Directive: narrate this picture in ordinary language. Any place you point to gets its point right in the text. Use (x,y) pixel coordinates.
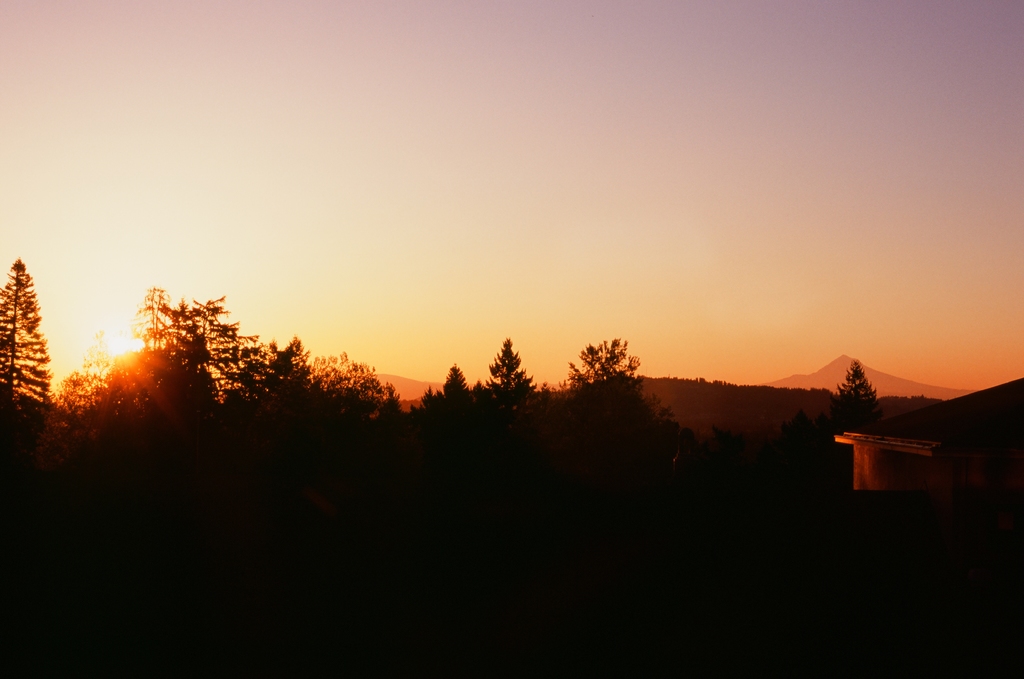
In this picture I can see the trees (561,495) in front (11,318) and in the background (440,164) I can see the sky (440,164) and the sun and I see that it is a bit dark in this picture.
